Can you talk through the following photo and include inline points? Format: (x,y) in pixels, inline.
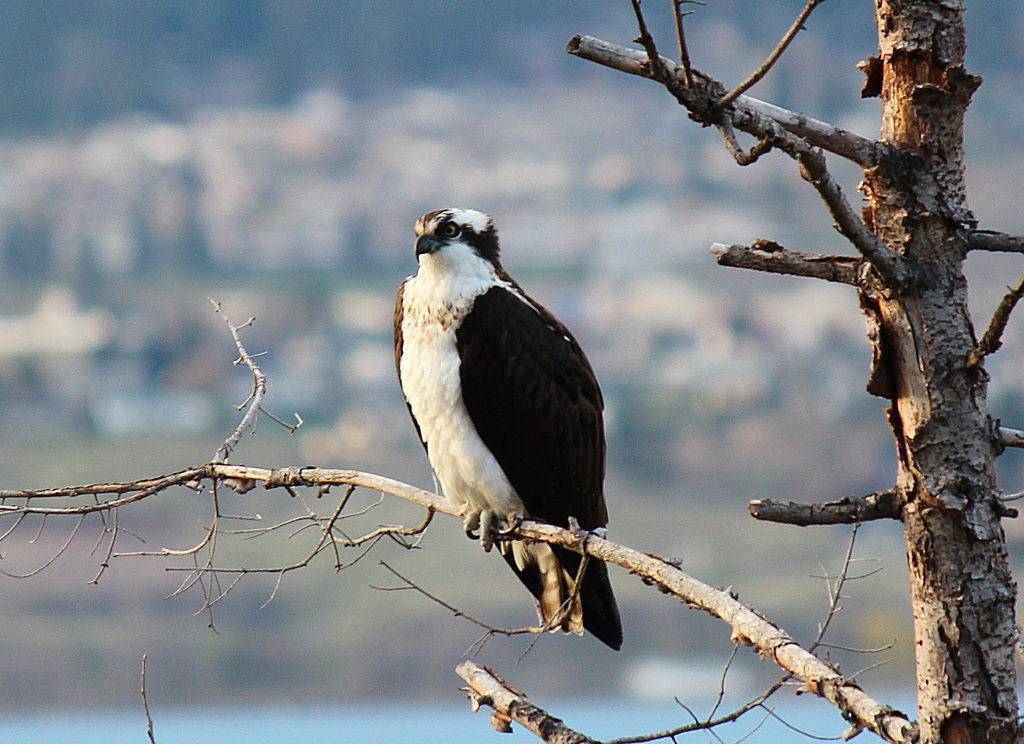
In this picture we can see an osprey (463,419), who is standing on the tree branch (623,555).
